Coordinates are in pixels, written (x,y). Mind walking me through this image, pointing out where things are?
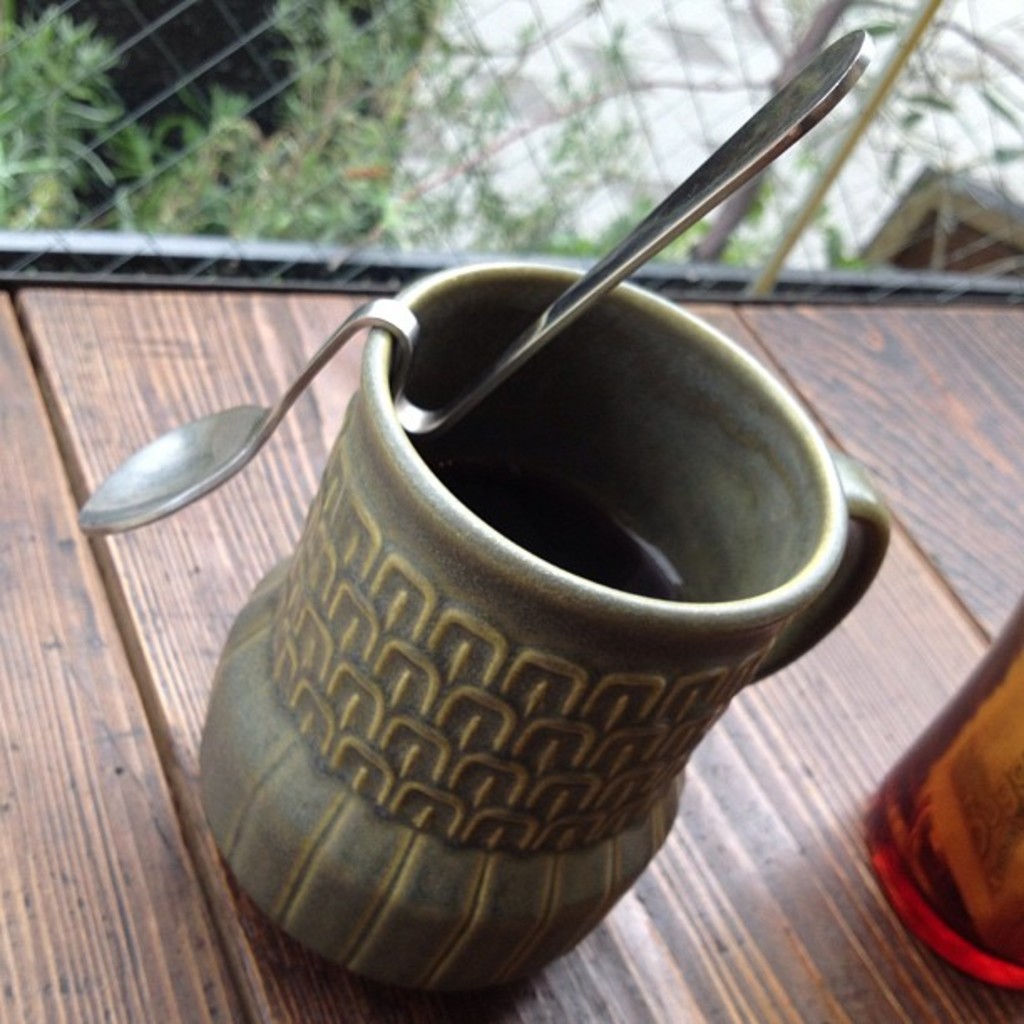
In this image we can see spoon (311,369) and jar (529,573) placed on the table (734,736). In the background (733,272) we can see fencing (424,129) and plants (329,121).
